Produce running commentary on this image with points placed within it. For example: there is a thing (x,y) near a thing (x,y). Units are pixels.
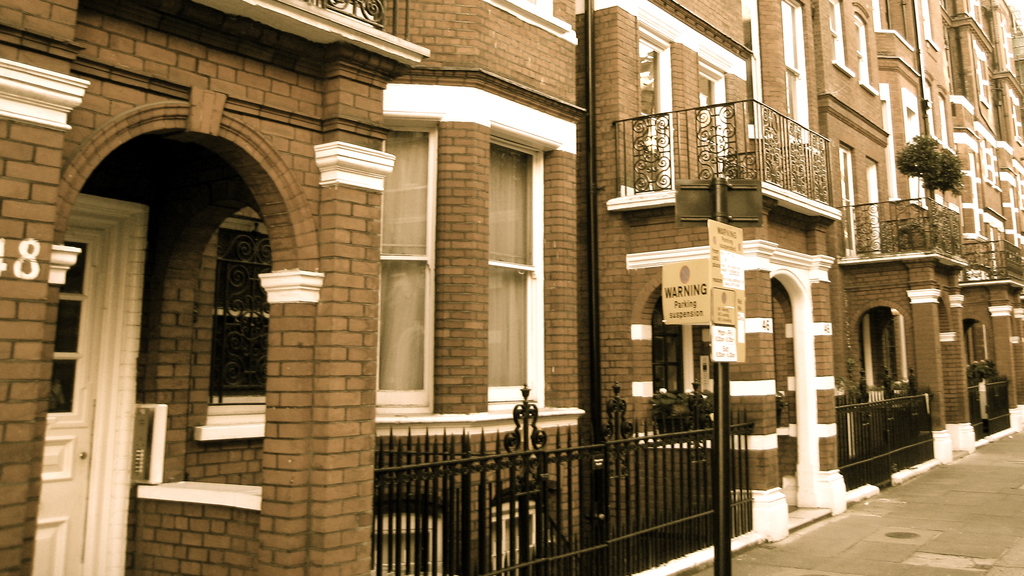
Here we can see buildings (30,397), doors (58,424), windows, fences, a pole (722,370) and boards (728,339) attached to it, house plants (931,191) and road (846,524).
